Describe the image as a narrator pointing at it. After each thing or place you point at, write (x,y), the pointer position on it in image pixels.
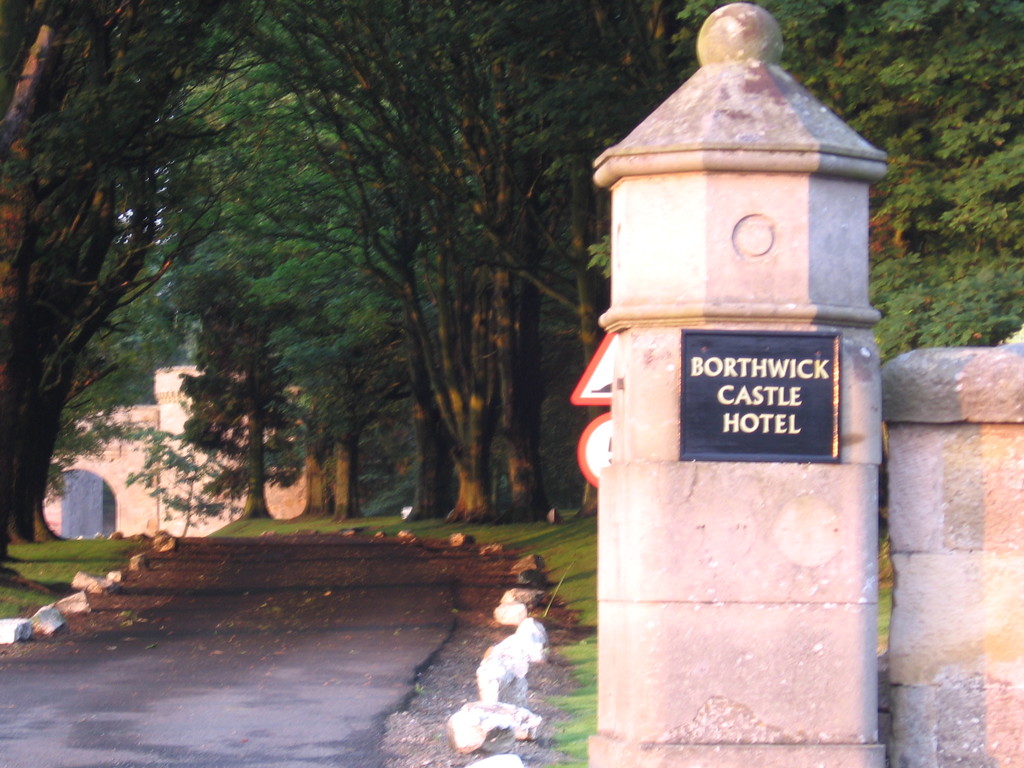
In this image on the right side (757,552) there is a wall (654,432), on the wall (672,404) there is one board (759,387). On the board (766,388) there is some text (755,357), at the bottom (275,648) there is a walkway (215,588) and some rocks (529,619). In the background (148,337) there are houses (133,448) and group of trees (542,120).
